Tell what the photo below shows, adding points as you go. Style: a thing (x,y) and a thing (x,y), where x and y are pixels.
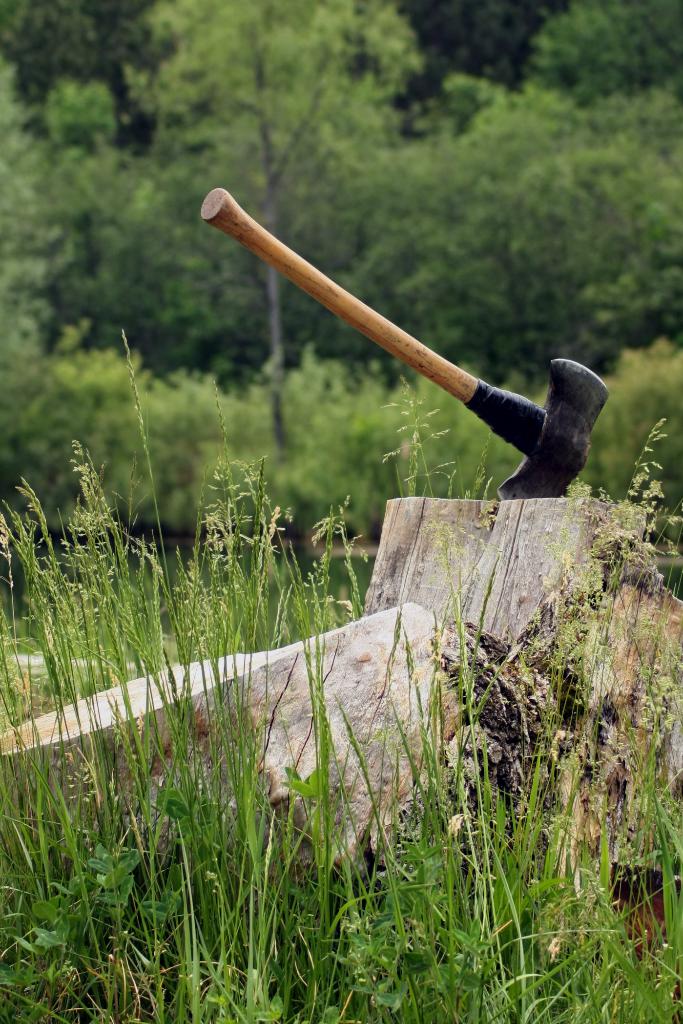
At the bottom of the picture (250,867), we see grass (339,968). In the middle of the picture (427,528), we see the wood (422,570) and the axe (513,434). There are trees (221,339) in the background (216,309). This picture is blurred in the background (249,381).
